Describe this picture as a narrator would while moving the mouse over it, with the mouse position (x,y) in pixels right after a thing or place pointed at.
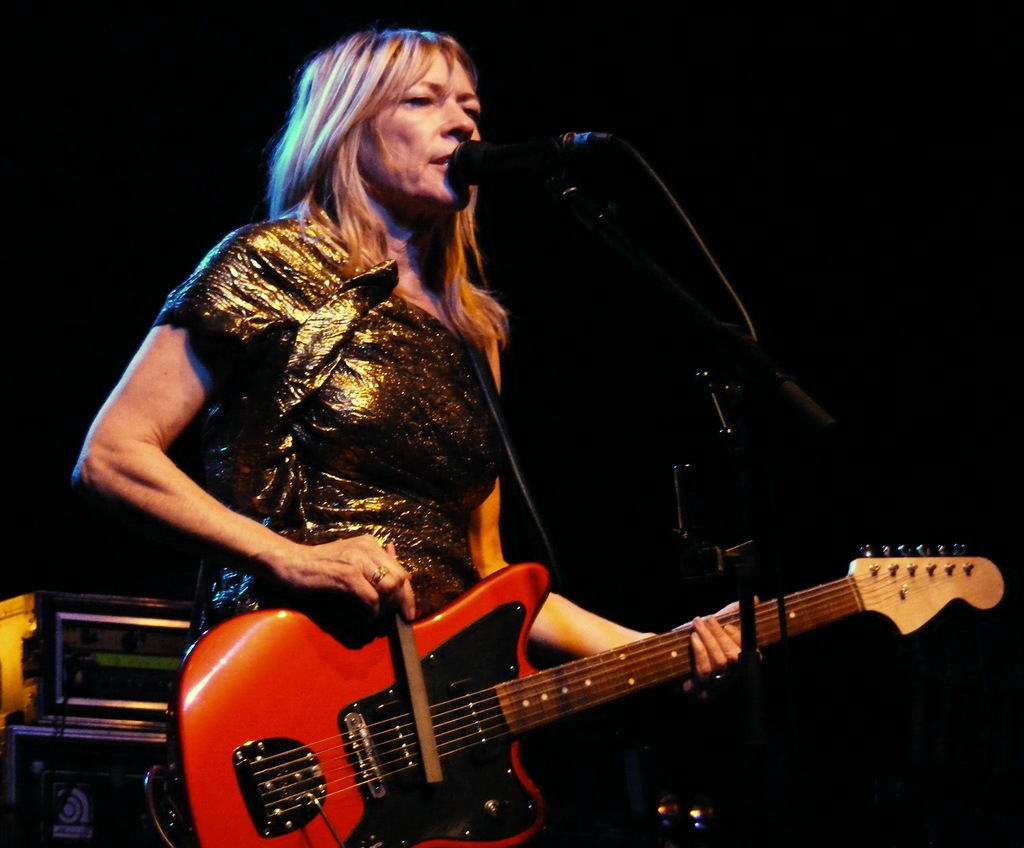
In this image i can see a woman (415,294) standing in front of a mike (461,162) and wearing a colorful dress (367,479) and holding a guitar (385,745) on her hand (267,552).
